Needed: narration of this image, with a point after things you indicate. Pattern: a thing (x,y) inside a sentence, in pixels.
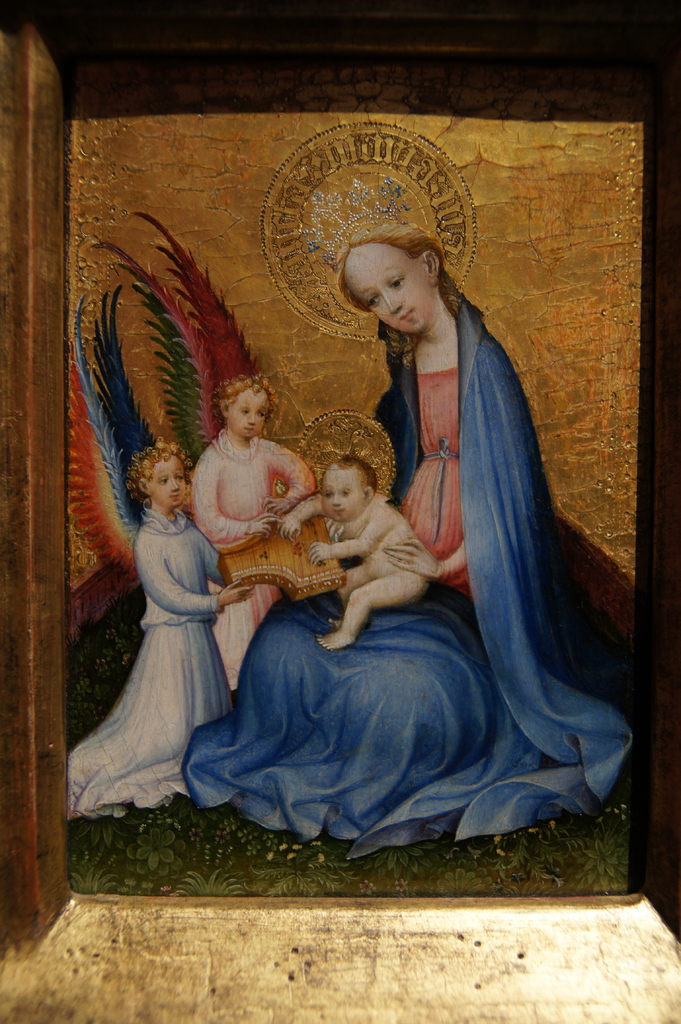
A woman (412,570) is wearing clothes (414,610) holding a child (372,561), there are two children (190,568).
